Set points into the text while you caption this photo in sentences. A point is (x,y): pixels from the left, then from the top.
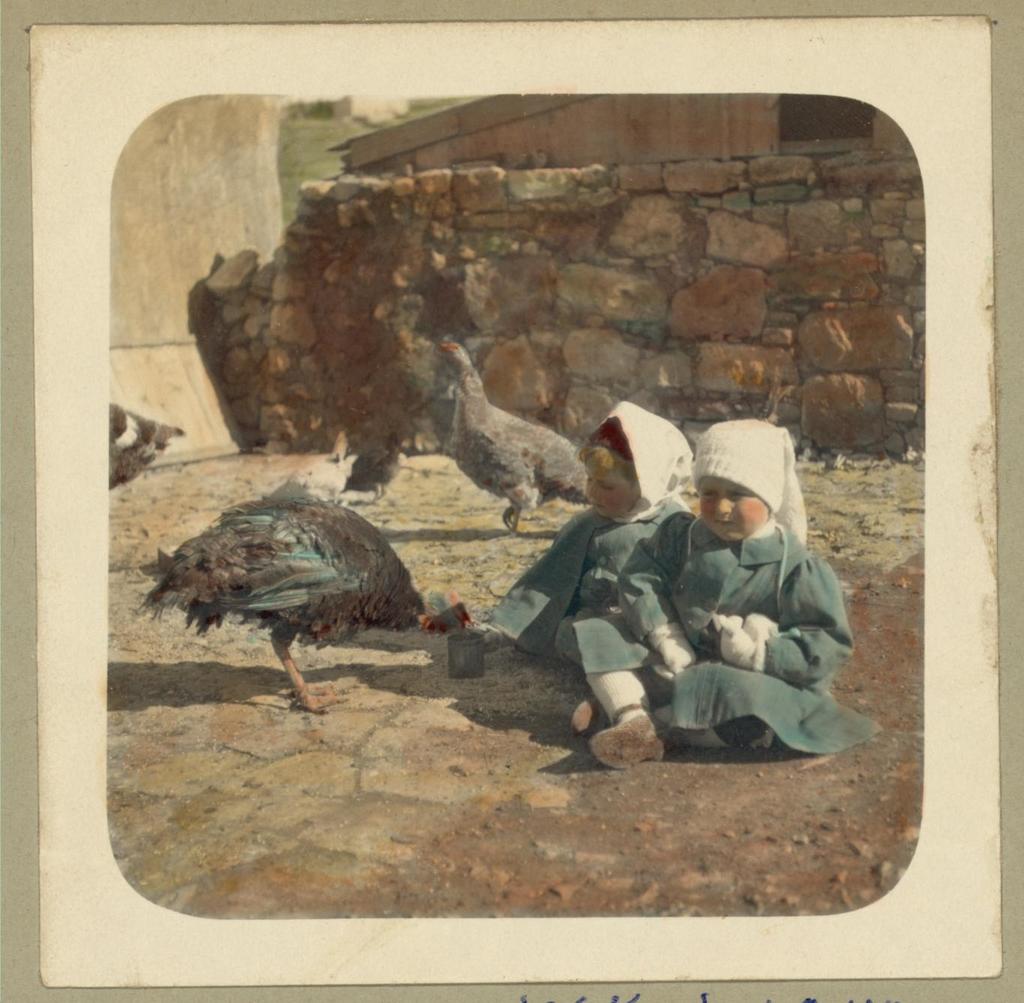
This looks like an edited image. I can see two girls (659,684) sitting. I think these are the hens (478,451). In the background (490,238), this looks like a wall (804,292), which is built with the rocks (814,356).
